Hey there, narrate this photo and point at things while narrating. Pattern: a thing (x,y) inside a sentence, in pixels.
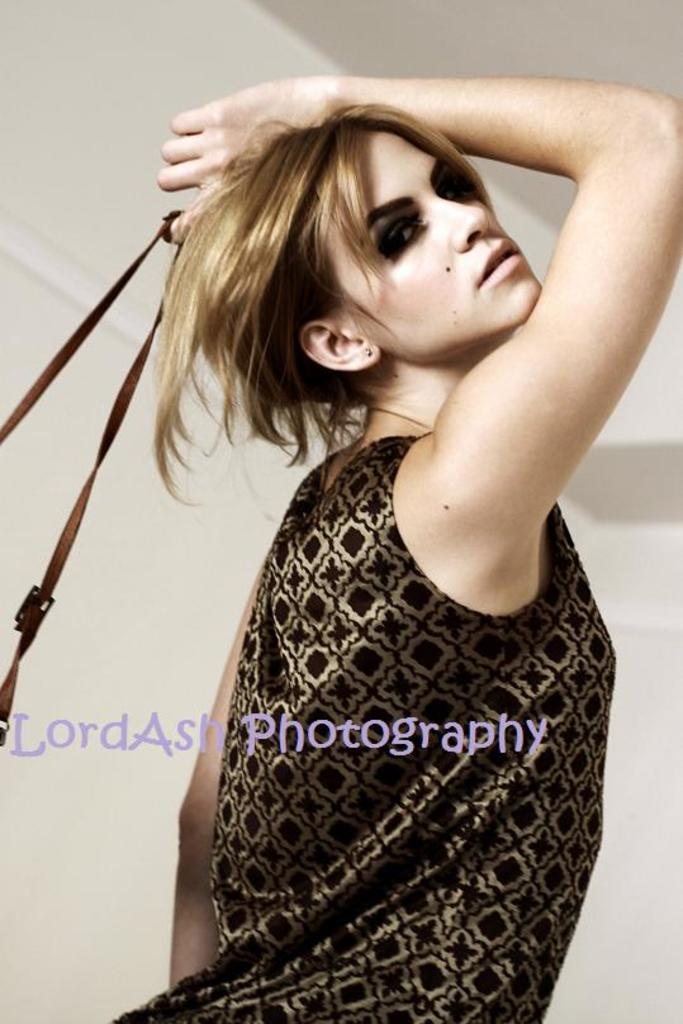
In this image, we can see a lady (360,339) holding a bag (103,299) and we can see some text (305,739). In the background (212,83), there is a wall (378,55).
